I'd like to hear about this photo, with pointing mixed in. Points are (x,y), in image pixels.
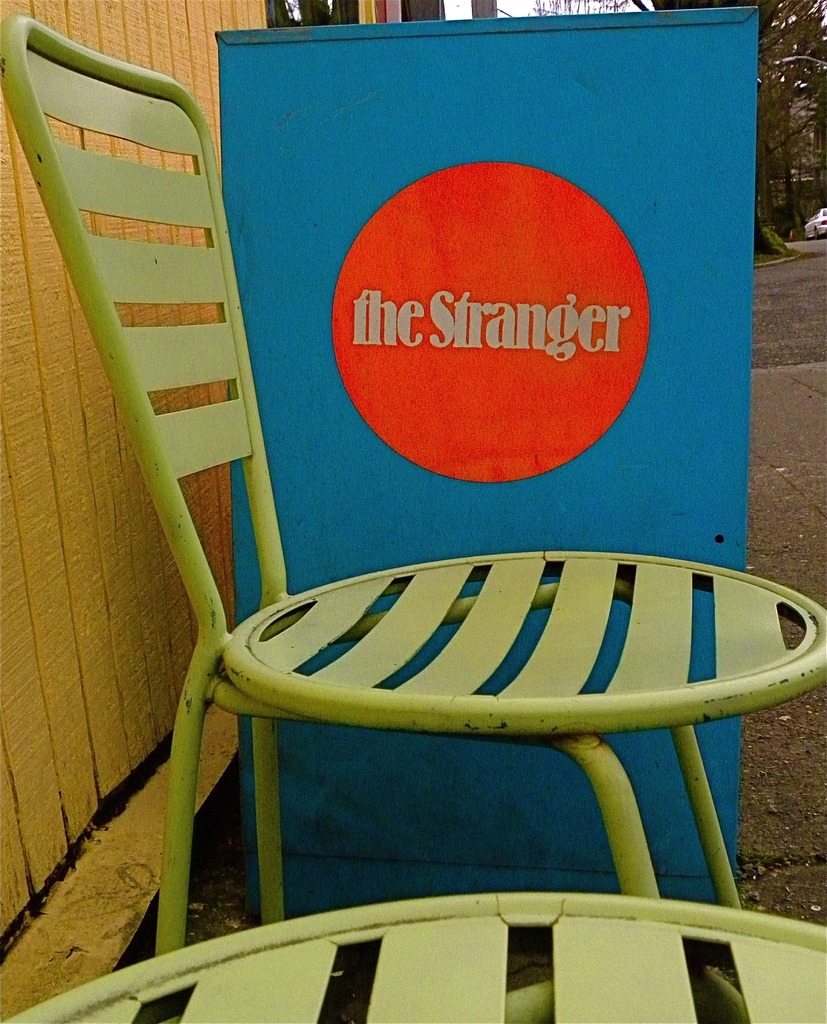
In this image we can see the chairs (614,771), some text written on the board (534,272), beside we can see wooden object (100,578), in the background (823,121) we can see the trees (791,144), vehicle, road (792,334).
